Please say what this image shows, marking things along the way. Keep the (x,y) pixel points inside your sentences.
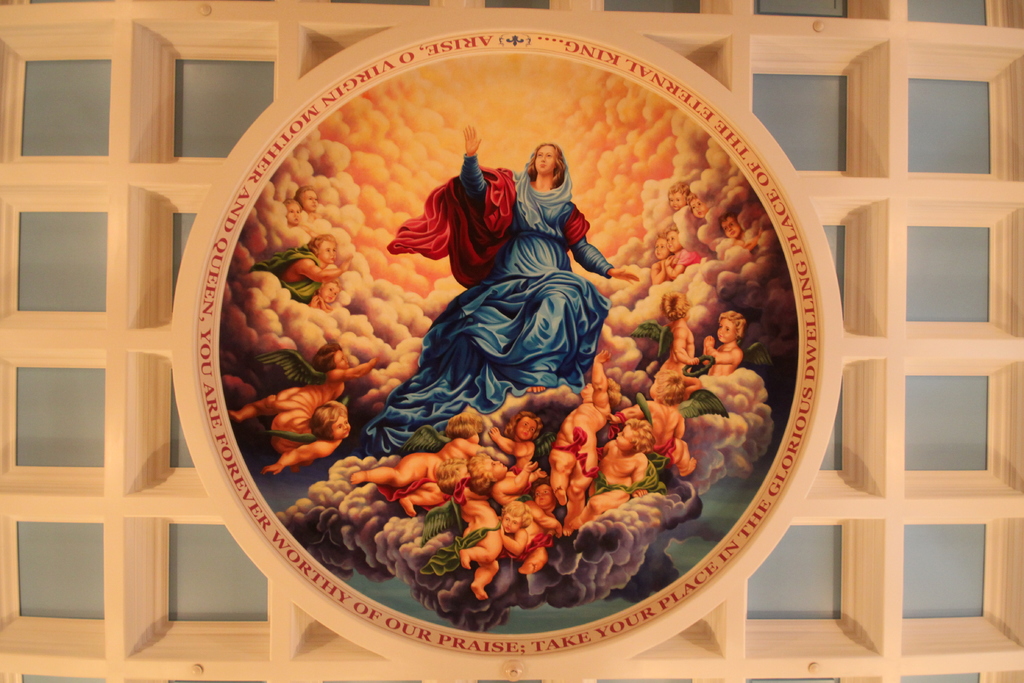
In the center of this picture (584,234) we can see an object (446,229) containing the pictures (436,275) of group of people (724,322) and the pictures (320,234) of many other items (638,539) and we can see the picture (547,196) of a person (523,186) wearing blue color dress (562,338) and seems to be sitting. In the background (810,13) we can see the object (964,243) which seems to be the wall (940,206).
